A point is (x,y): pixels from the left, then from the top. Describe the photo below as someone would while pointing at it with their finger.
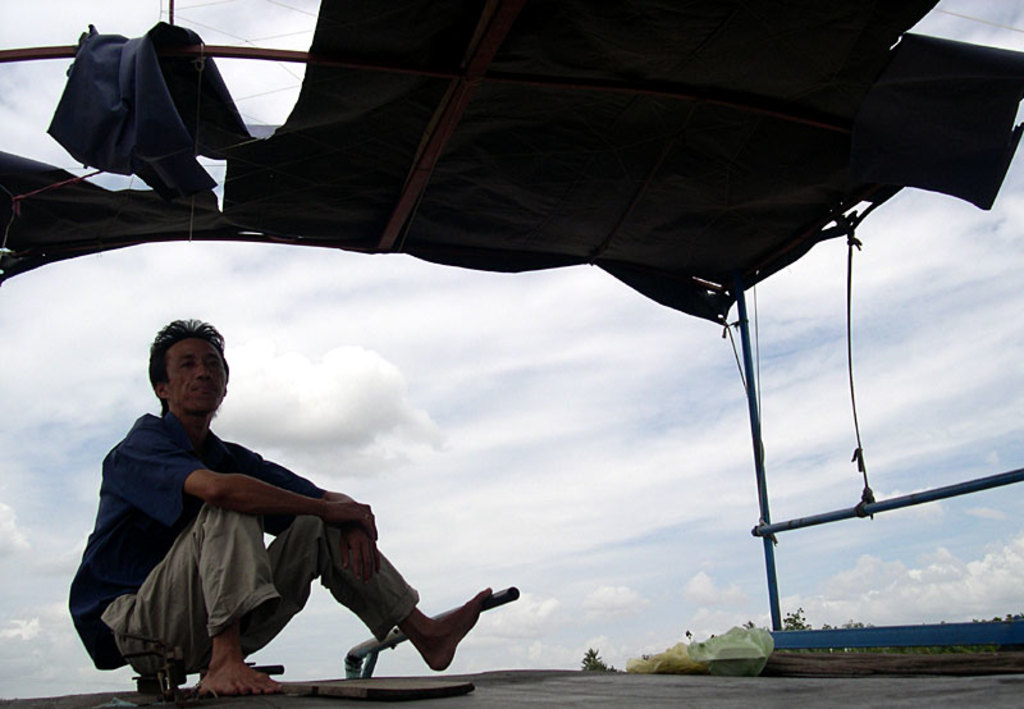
In this image we can see a person (237,458) sitting under the black color tent (546,90). In the background (521,322) we can see a cloudy sky (646,439). Trees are also visible in this image.
